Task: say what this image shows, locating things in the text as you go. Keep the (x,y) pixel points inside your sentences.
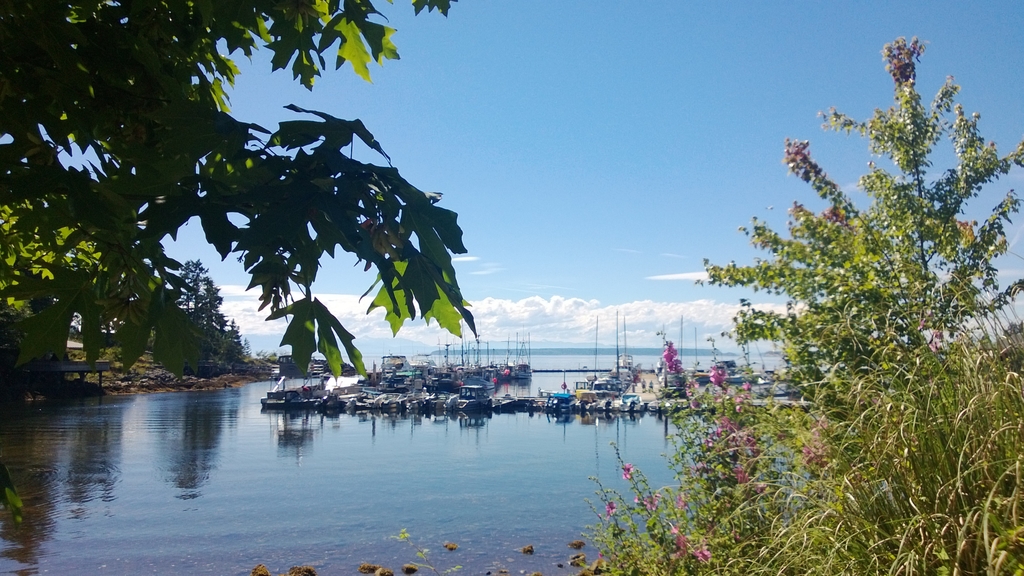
In this image we can see the ships (395,395) on the water (382,438). And there are trees (136,348), flowers (654,508) and the cloudy sky (606,202).
